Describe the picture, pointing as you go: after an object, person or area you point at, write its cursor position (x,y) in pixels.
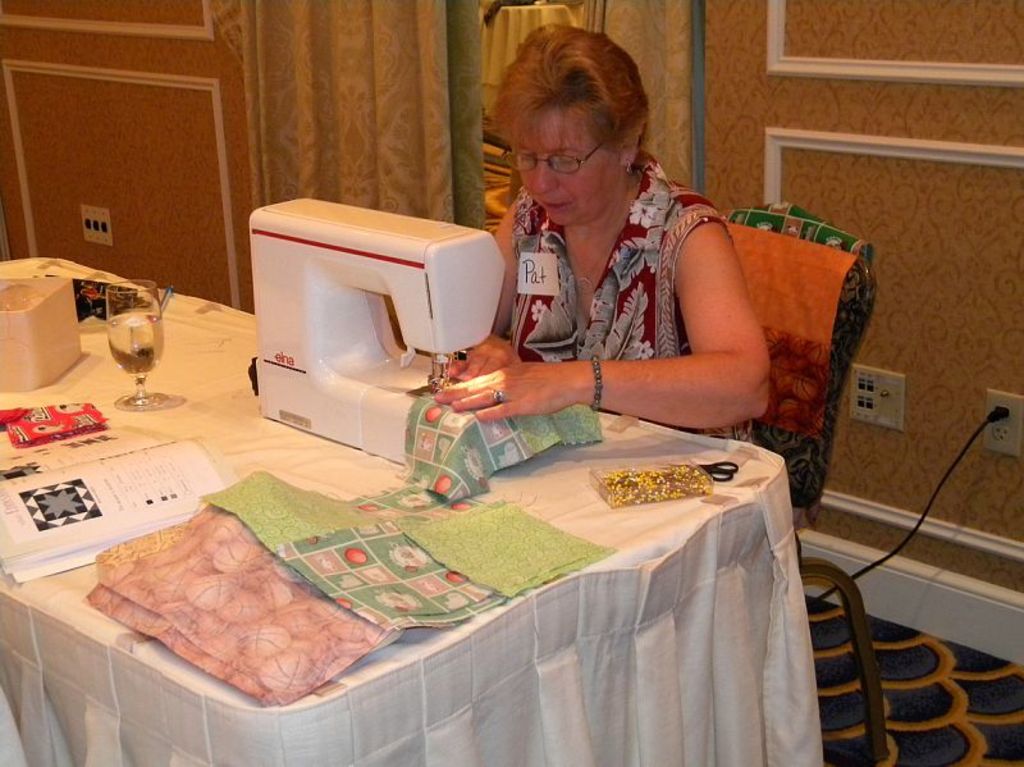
In this picture there is a women (660,247) who is sitting on the chair (796,469) and doing some making clothes (426,409). On the table (223,312) we can see clothing machine (434,344), clothes (443,476), scissor (720,470), box (637,481), books (119,446), water glass (127,358), plastic box (23,368) and other objects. Backside of her we can see door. On the right (997,415) we can see a wire (983,423) which is connected in the socket (1000,427).
